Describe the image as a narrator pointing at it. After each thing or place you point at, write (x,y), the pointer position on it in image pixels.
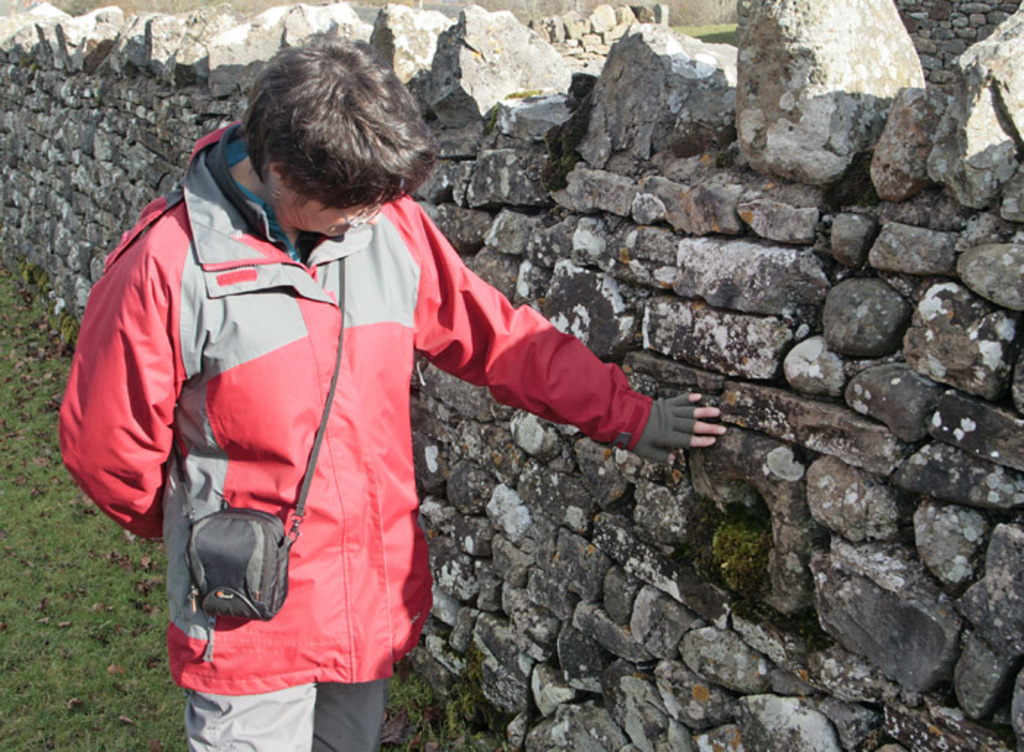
In this picture we can see a person (248,434) carrying a bag (236,596) and at the back of this person (229,314) we can see the wall (99,176), dried leaves (53,358) on the grass (65,544) and in the background (904,20) we can see stones (572,44).
